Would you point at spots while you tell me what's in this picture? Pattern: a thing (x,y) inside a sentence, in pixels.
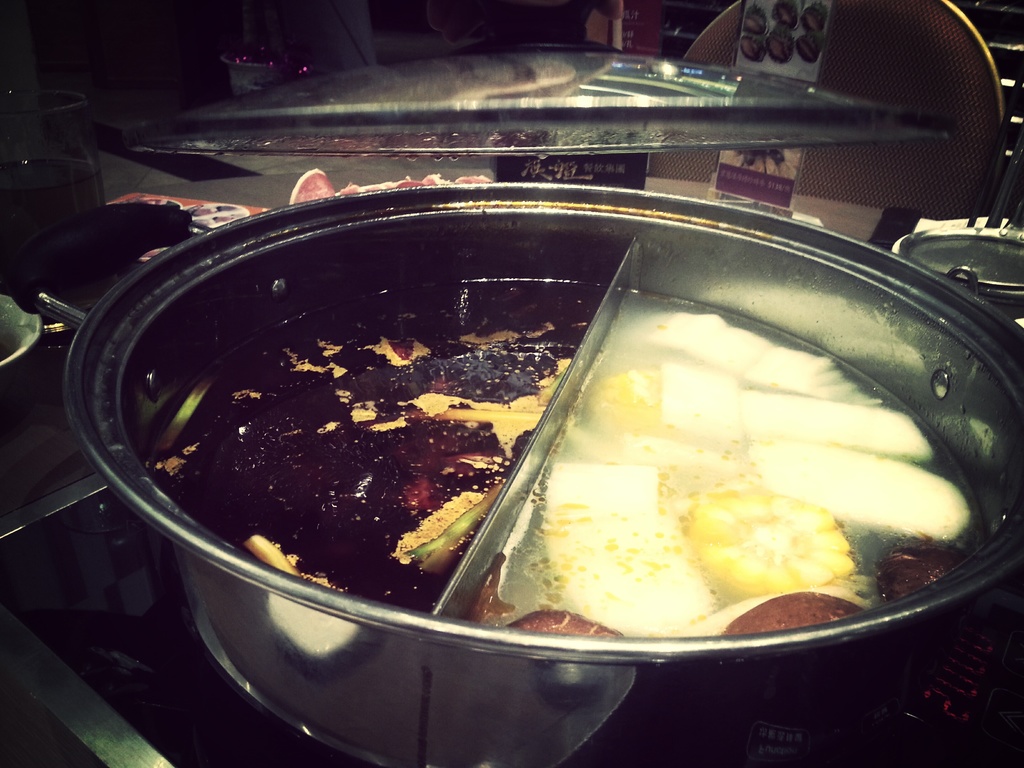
In this image we can see a bowl (470,414) with some food (345,477), there are some objects (162,200) like, glass (91,212), chair (890,76), bowls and poster (768,56) with images (746,41) and text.
